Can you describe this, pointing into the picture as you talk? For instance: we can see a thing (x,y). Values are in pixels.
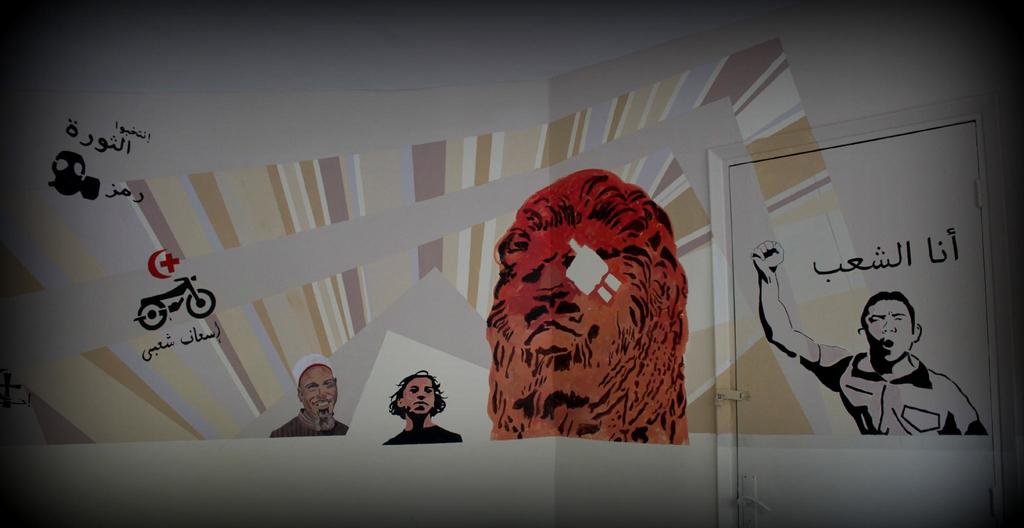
In this image I can see cartoon images (609,277) and text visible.
